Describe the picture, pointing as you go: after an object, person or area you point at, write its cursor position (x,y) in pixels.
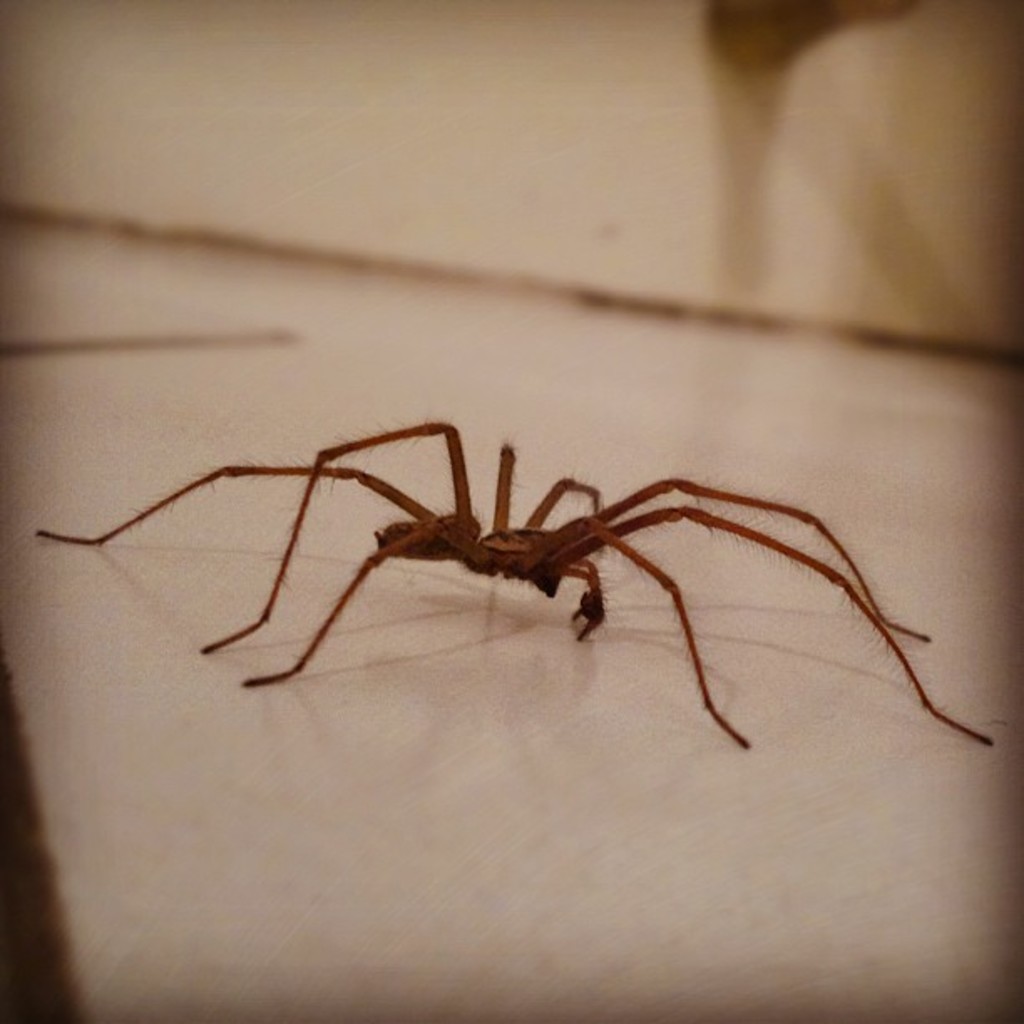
In this image we can see a spider (384,560) on the white color surface (398,774).
